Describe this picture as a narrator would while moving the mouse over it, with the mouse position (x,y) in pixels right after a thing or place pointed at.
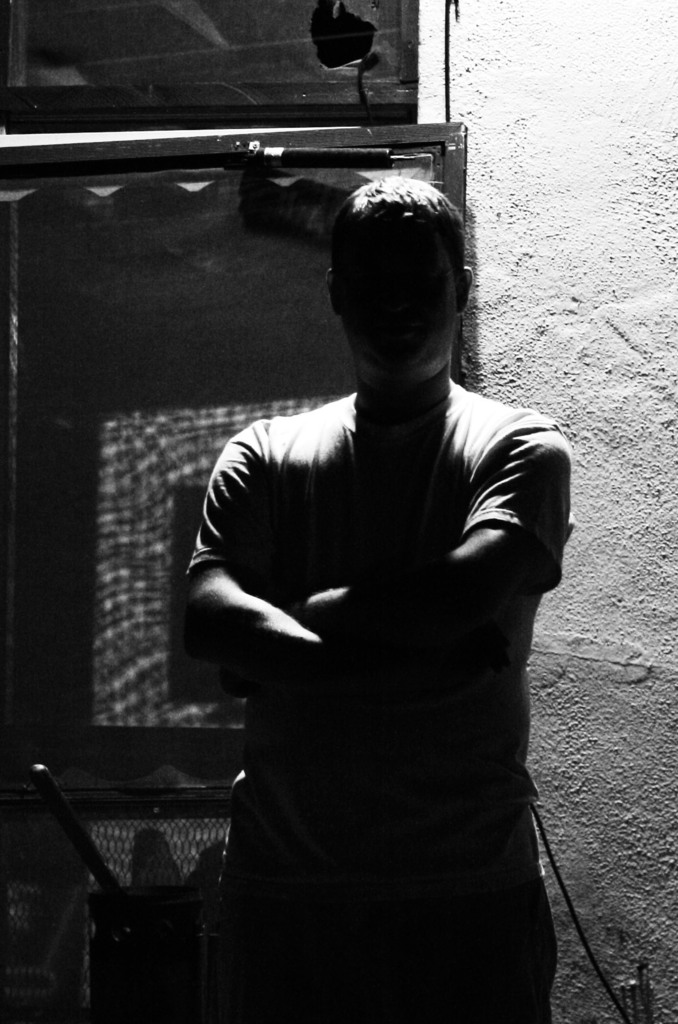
In this picture we can see a man (399,582) standing. In the background (506,326) we can see the wall (497,160) and some objects (97,570).
